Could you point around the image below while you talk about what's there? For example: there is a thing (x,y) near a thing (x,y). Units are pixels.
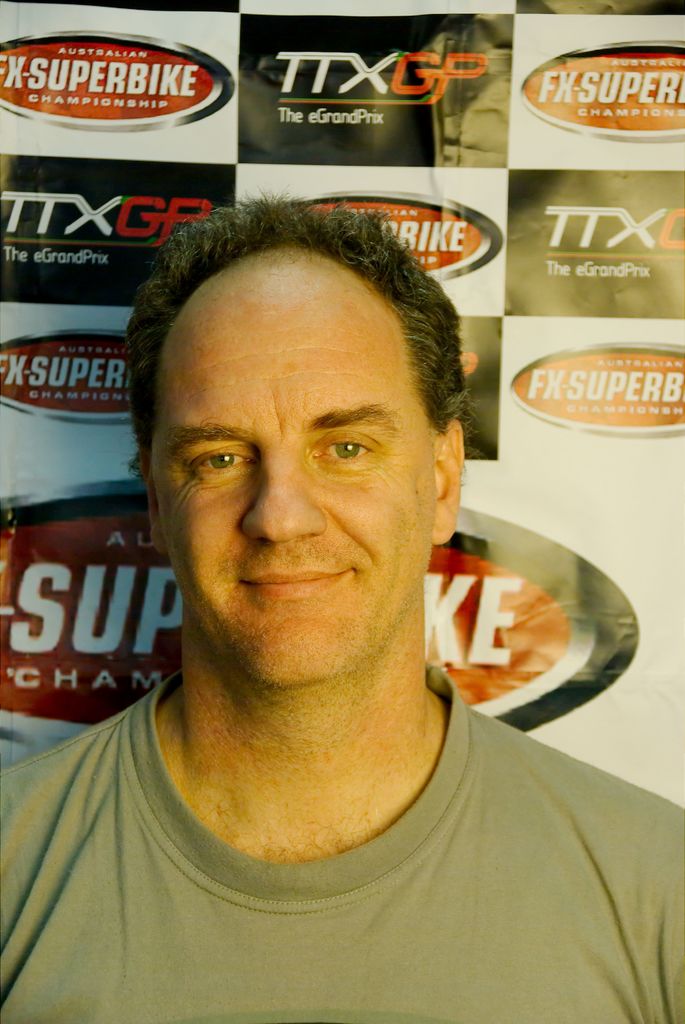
In this image we can see a person (278,594) with smiling face (372,577). In the background (347,143), we can see the banner (319,153) with text (170,80).
